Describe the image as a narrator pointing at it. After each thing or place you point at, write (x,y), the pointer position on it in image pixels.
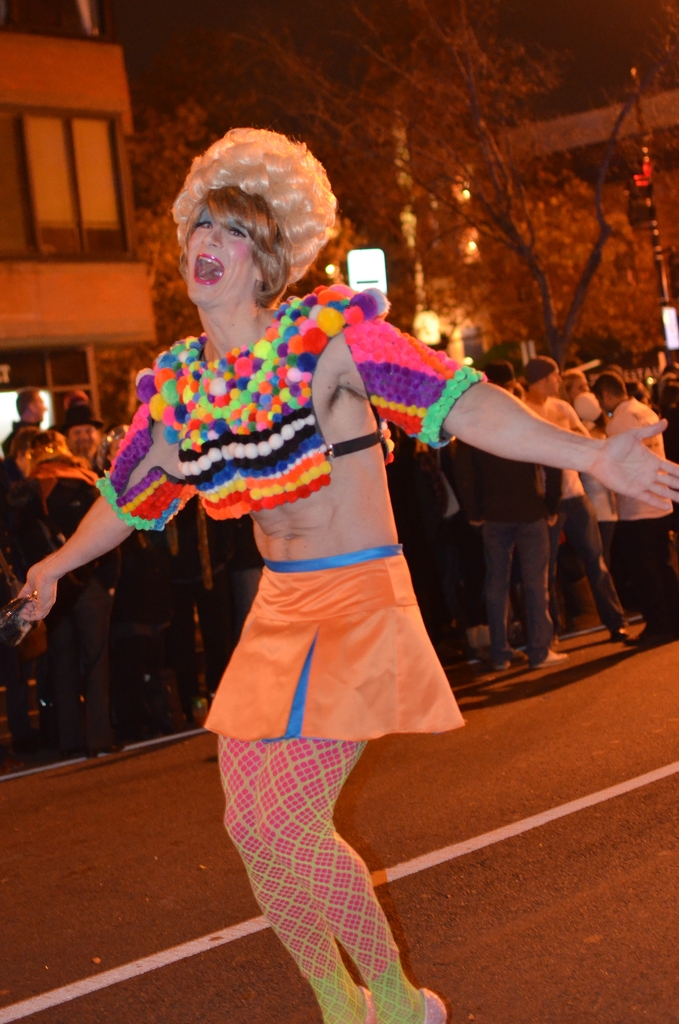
In this image there is a man (340,657) on the road (514,910). In the background (535,534) there are people (537,570) standing. Image also consists of trees (438,152) and also buildings (615,110).
